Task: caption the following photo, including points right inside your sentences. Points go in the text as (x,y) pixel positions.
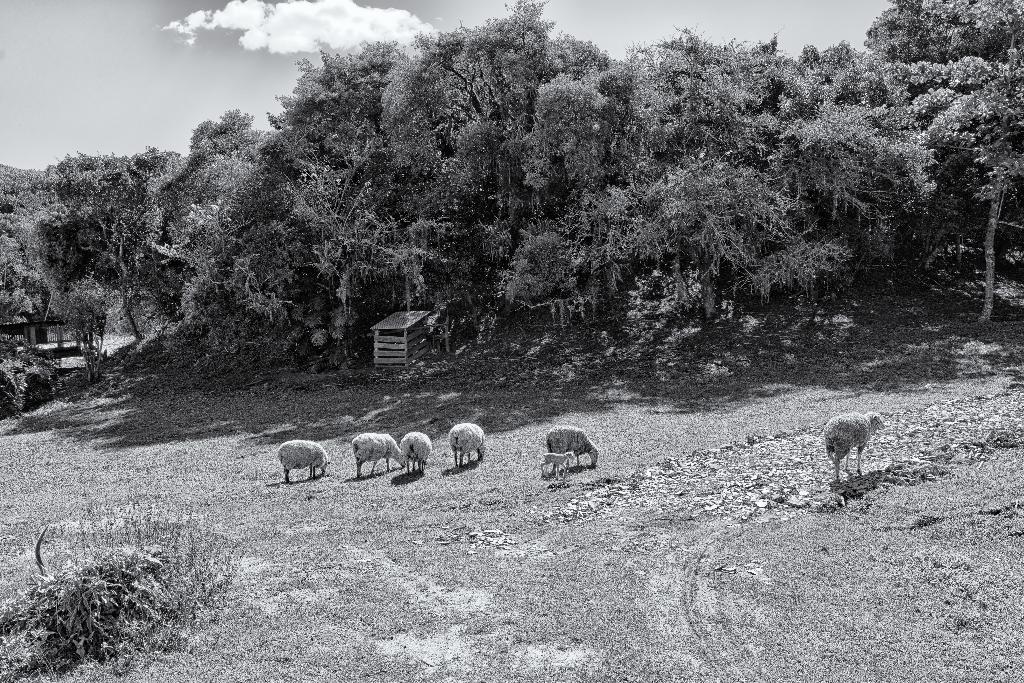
This is a black and white picture. In the background (456,66) we can see the sky (761,8) and trees (522,149). In this picture we can see animals (370,451), ground (778,451), plants (73,614) and a wooden shelter (425,315). On the left side of the picture (26,326) it looks like a shed (28,328).
